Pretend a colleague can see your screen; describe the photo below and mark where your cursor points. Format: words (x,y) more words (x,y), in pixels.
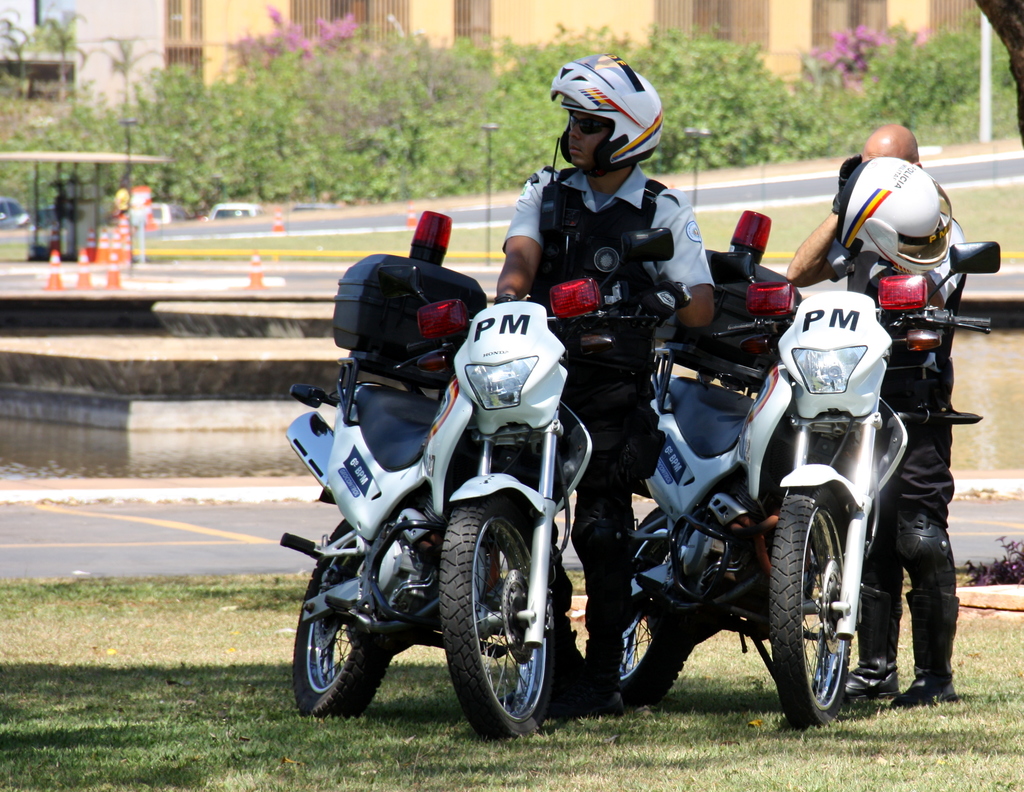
Here in this picture we can see two persons (689,321) standing on the ground (123,785), which is fully covered with grass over there and each of them is having motor bikes (531,379) with them and we can also see gloves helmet (883,241), goggles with them and behind them we can see a shed (58,161) present over there and we can see buildings (240,29) present all over there and we can also see light posts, plants (248,135) and trees (373,70) over there.
